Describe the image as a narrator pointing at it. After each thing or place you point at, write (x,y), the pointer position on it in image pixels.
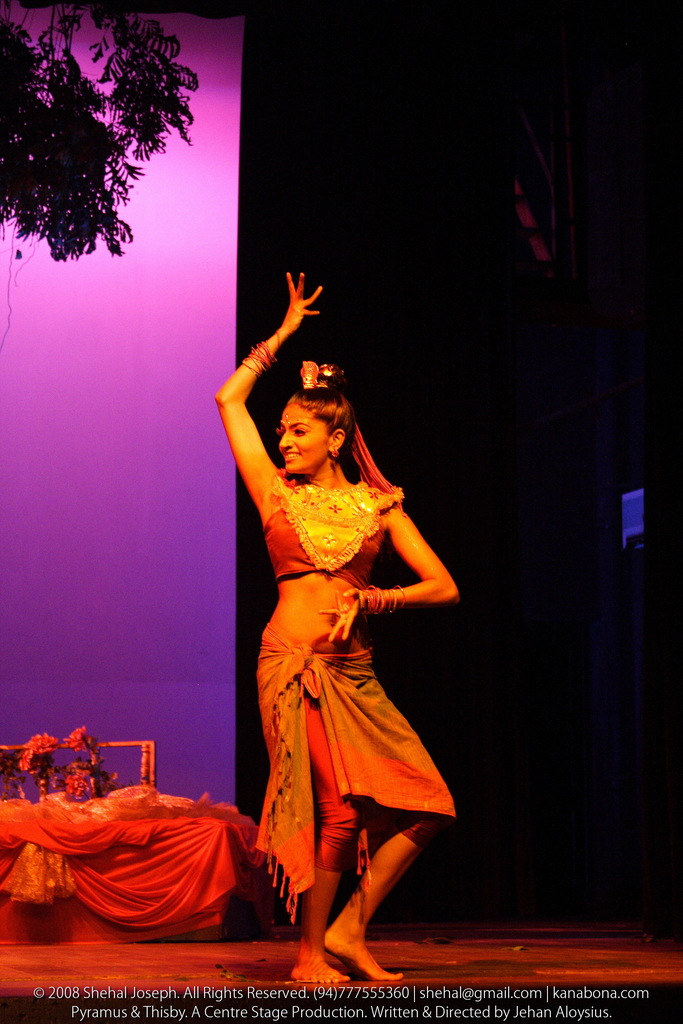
In this picture we can see a woman (284,427) standing on a surface (538,951) and smiling and at the back of her we can see flowers (53,740), leaves (38,763), cloth (129,804) and some objects (94,792) and in the background (554,398) it is dark.
